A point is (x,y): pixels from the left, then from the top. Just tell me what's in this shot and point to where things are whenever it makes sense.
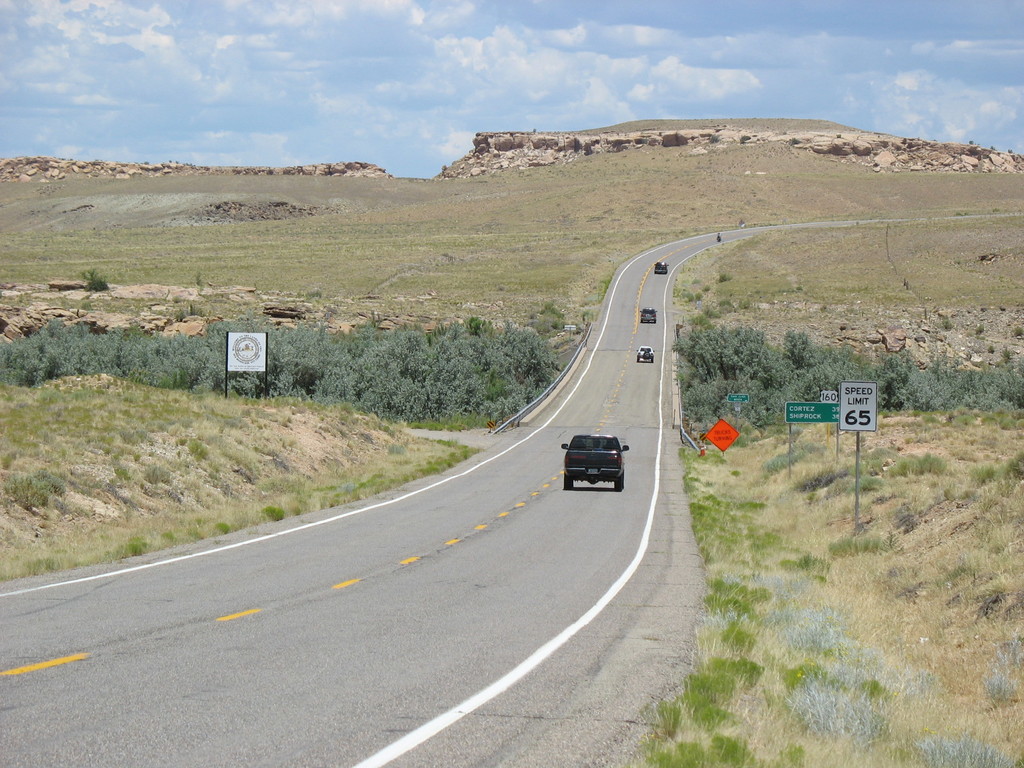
In this picture we can see a few vehicles (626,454) on the road (612,493). There is some text (811,410) on the boards (861,412). We can see these boards (868,427) on the poles (859,445). Some grass (748,485) is visible on both sides of the road (403,705). There are a few plants (382,376) and a few stones (891,353) are visible in the background (1001,162). Sky (442,87) is blue in color and cloudy.
